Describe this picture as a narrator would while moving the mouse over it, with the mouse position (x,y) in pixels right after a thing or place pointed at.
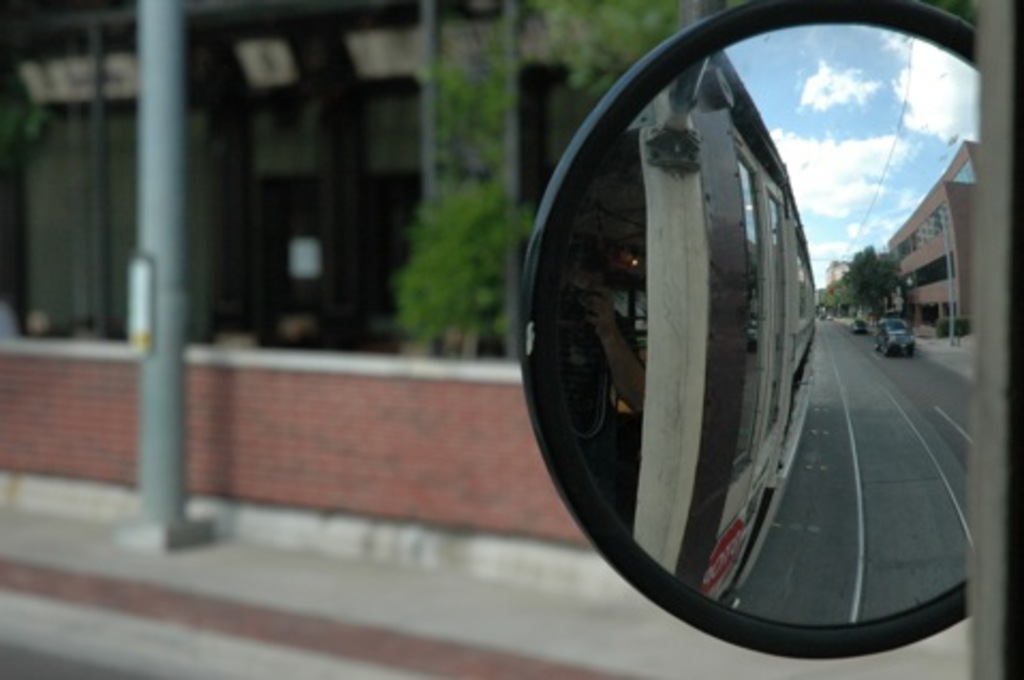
On the right side of the picture (839,280), we see a mirror (682,384) in which vehicles (657,306) moving on the road (820,500) can be seen. We even see the trees (894,276), buildings (894,238), sky (854,119) and the clouds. Behind the mirror (769,376), we see a building (332,433), pole (168,58) and trees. In the background (229,331), it is blurred.
